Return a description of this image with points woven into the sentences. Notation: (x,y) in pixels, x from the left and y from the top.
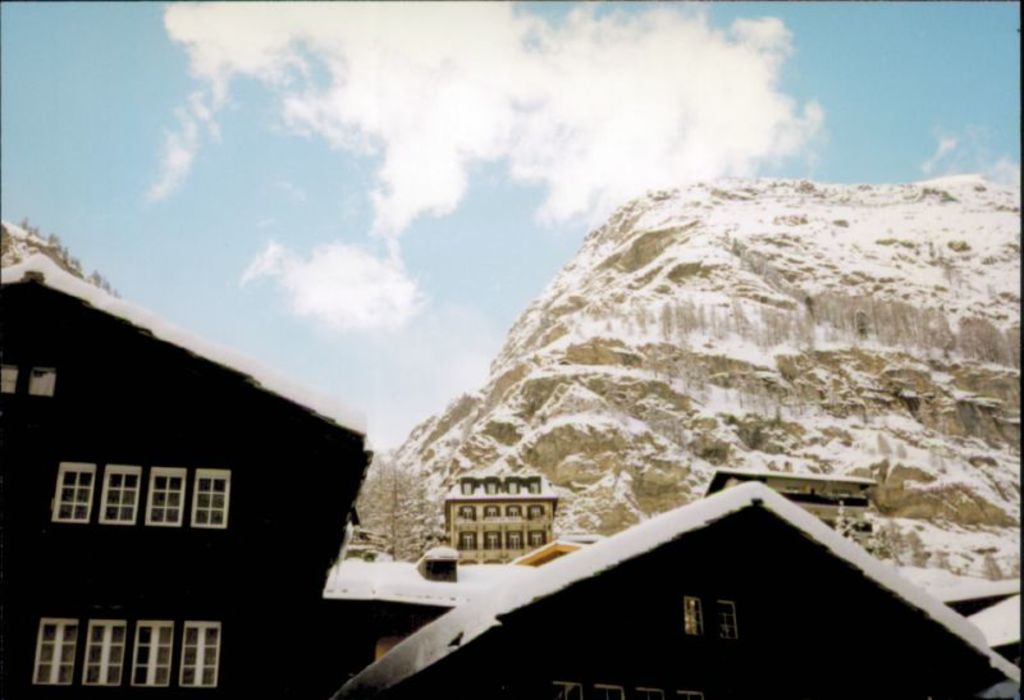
As we can see in the image there is a clear sky (893,68) and the clouds (492,94). There are buildings (154,595) and behind the building (394,618) there is a huge mountain (754,315).
